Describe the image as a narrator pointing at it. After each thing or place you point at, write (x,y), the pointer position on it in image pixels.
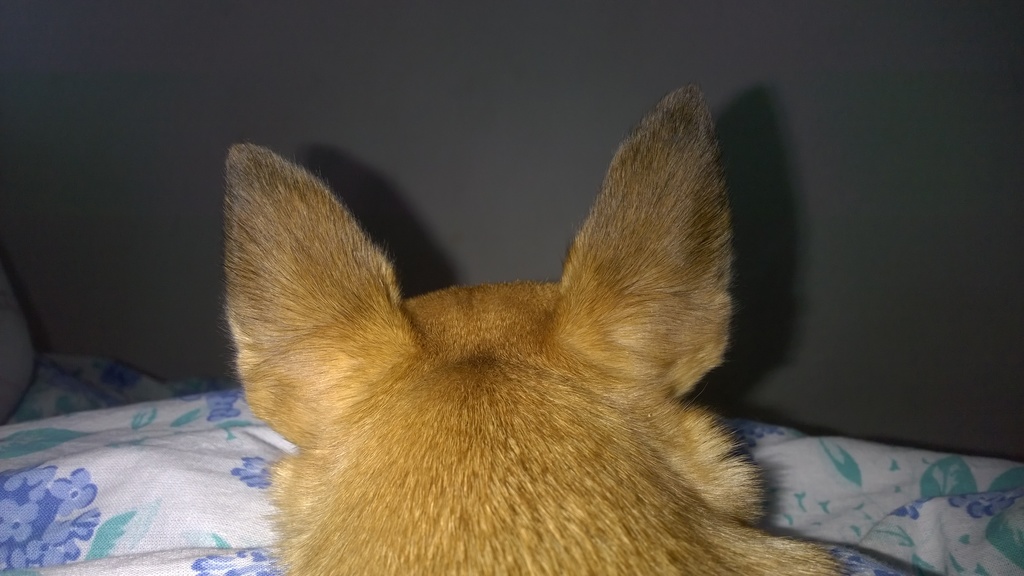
In this image we can see an animal (421,321) looks like a dog (593,372) on the cloth (868,487) and a wall (298,94) in the background (299,140).
